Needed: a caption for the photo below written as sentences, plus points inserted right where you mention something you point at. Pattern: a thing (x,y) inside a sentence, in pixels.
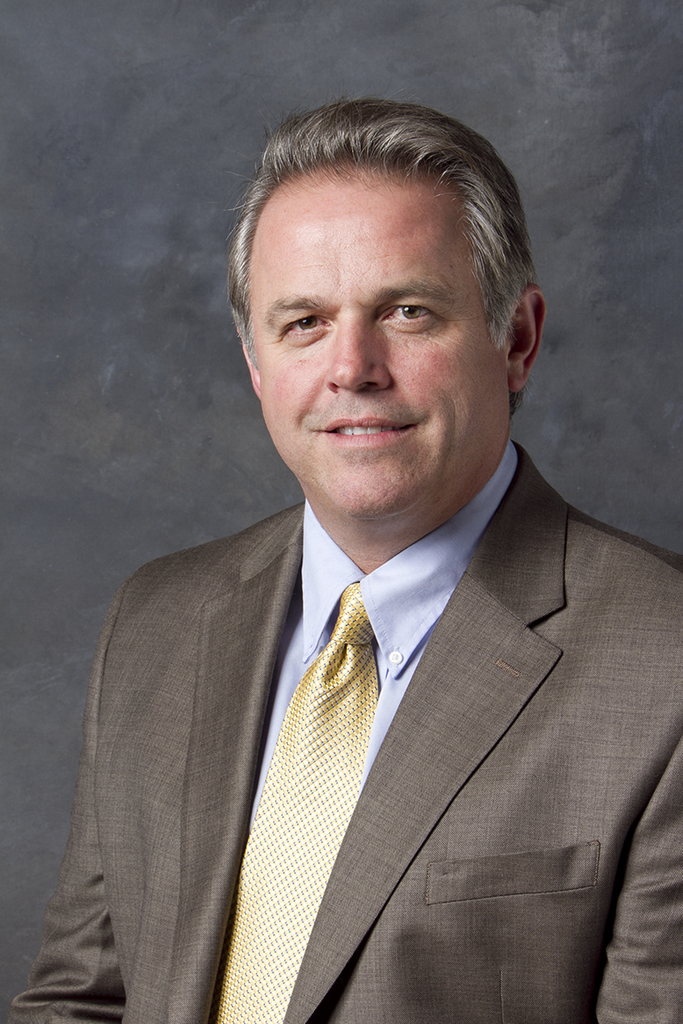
In this image there is a man (474,652) wearing brown suit (433,740), golden tie (295,825) and blue shirt (395,583). He is smiling.
